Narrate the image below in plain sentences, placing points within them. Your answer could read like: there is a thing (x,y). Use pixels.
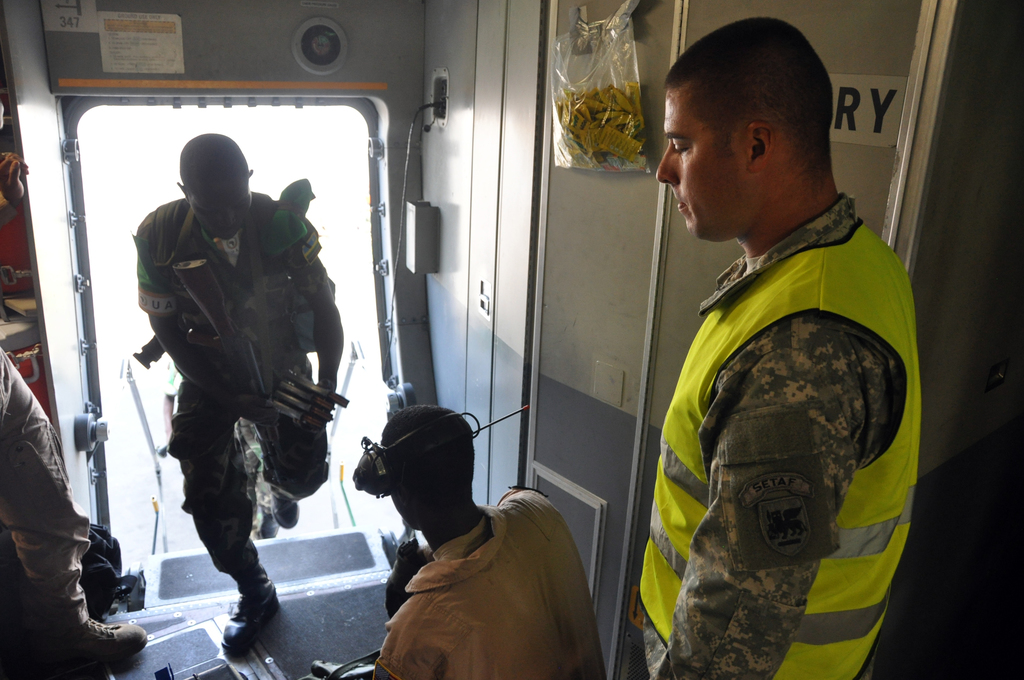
In the foreground of the picture (170,288) we can see people (197,521), wall (525,121), door (330,480) and staircase (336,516). In this picture the people (263,399) are carrying some objects (331,398).
